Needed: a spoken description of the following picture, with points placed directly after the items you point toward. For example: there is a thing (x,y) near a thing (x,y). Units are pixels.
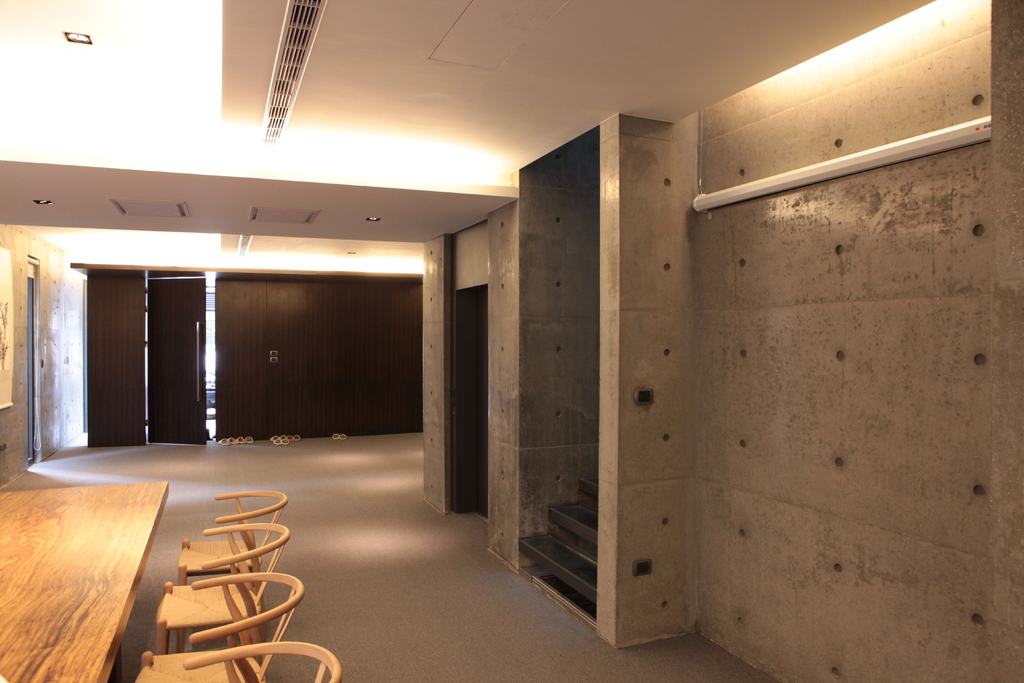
This is a picture taken inside a room (595,534). On the left (134,596) there are chairs (172,595) and a table (99,508). On the right (716,611) there are staircase (590,541) and wall (506,293). On the top (293,60) there are lights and grill (289,86). In the background (238,441) there are sandals (252,438) and a door (180,342).
